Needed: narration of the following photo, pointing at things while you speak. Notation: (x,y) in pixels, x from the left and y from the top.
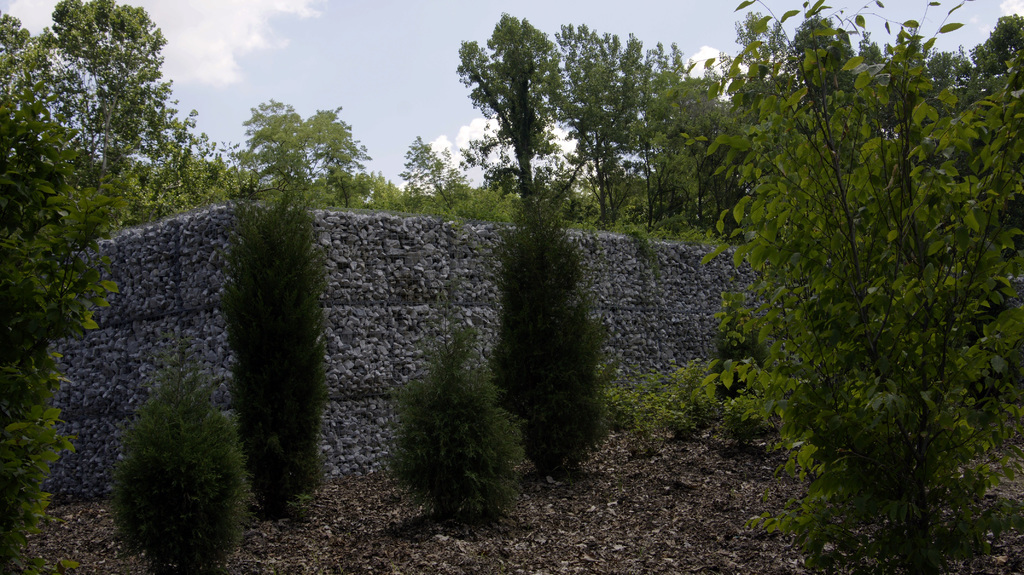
In this image I can see the sky (358,71) and trees (661,171) and the rock (404,243).
